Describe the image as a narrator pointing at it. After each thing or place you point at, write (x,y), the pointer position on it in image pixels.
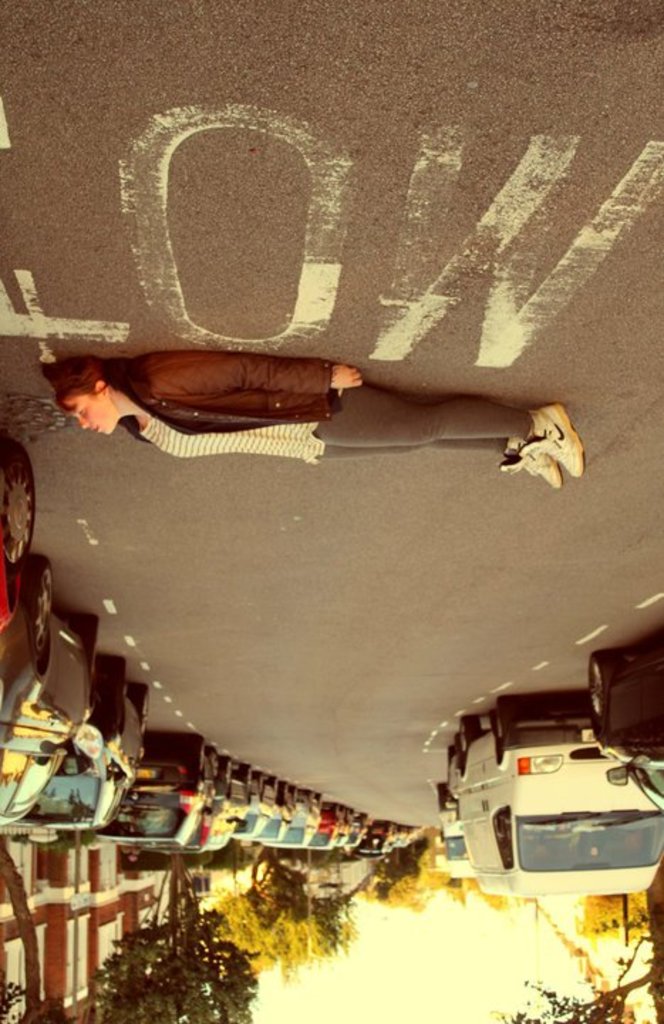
In this picture we can see a woman (142,379) and vehicles (662,760) on the road (488,641), trees (144,940), buildings (149,920).
